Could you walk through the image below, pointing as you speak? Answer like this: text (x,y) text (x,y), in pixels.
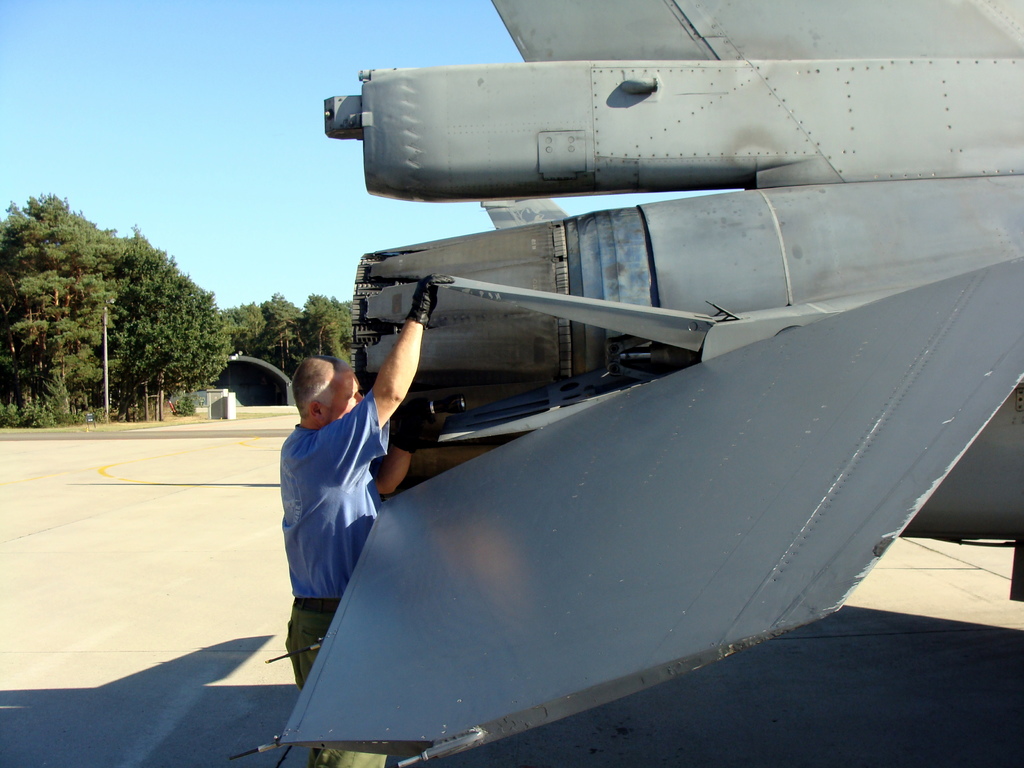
This image is taken in outdoors. In the middle of the image (348,452) a man (300,565) is standing on the floor (234,568). In the right side of the image (799,297) there is an airplane (654,436). In the left side of the image (108,561) there is a floor (108,561). In the background (51,338) there are few trees (150,337). At the top of the image (145,82) there is a sky (193,192).
